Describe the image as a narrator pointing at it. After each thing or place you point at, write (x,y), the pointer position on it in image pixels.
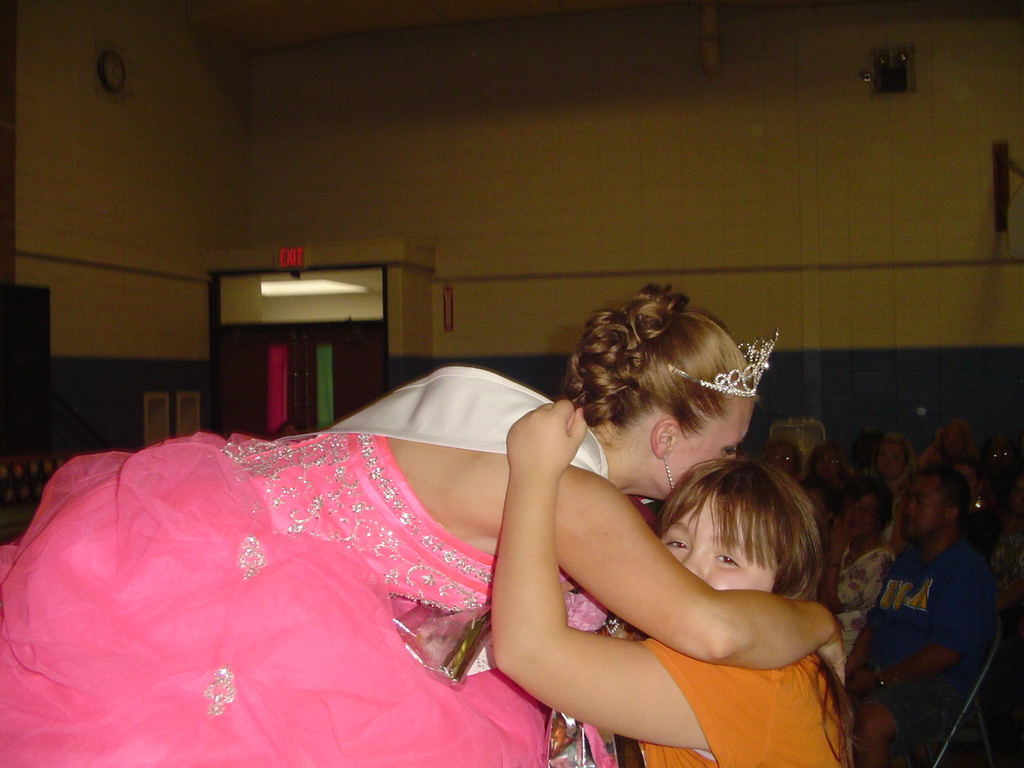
In this image in front (685,615) there are two persons (513,580) hugging each other. Behind them there are people (882,617) sitting on the chairs (993,642). On the backside (618,178) there is a wall (223,112) with the clock (112,85) on it. In front of the wall (239,225) there is a exit door (261,326).
